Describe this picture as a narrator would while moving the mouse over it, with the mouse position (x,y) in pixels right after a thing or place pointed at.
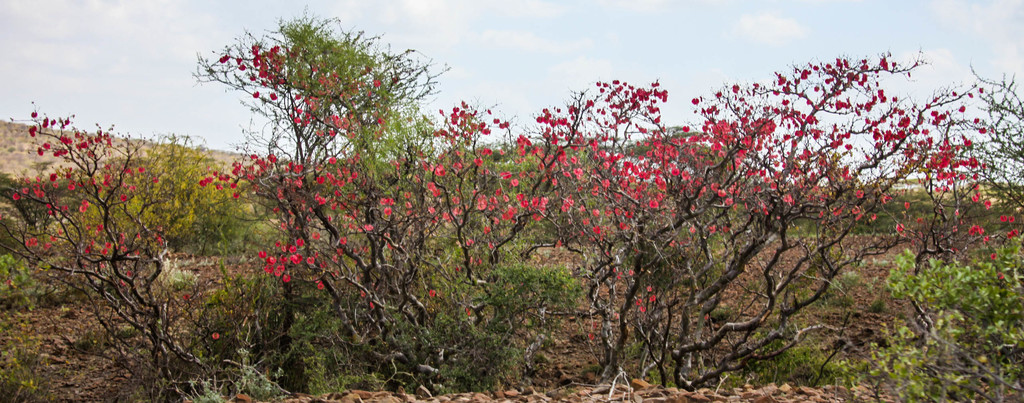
In this picture, there are trees (687,242) and these trees (409,265) have flowers (479,206) which are in red color. In the background (662,108), we see the sky (89,106).
